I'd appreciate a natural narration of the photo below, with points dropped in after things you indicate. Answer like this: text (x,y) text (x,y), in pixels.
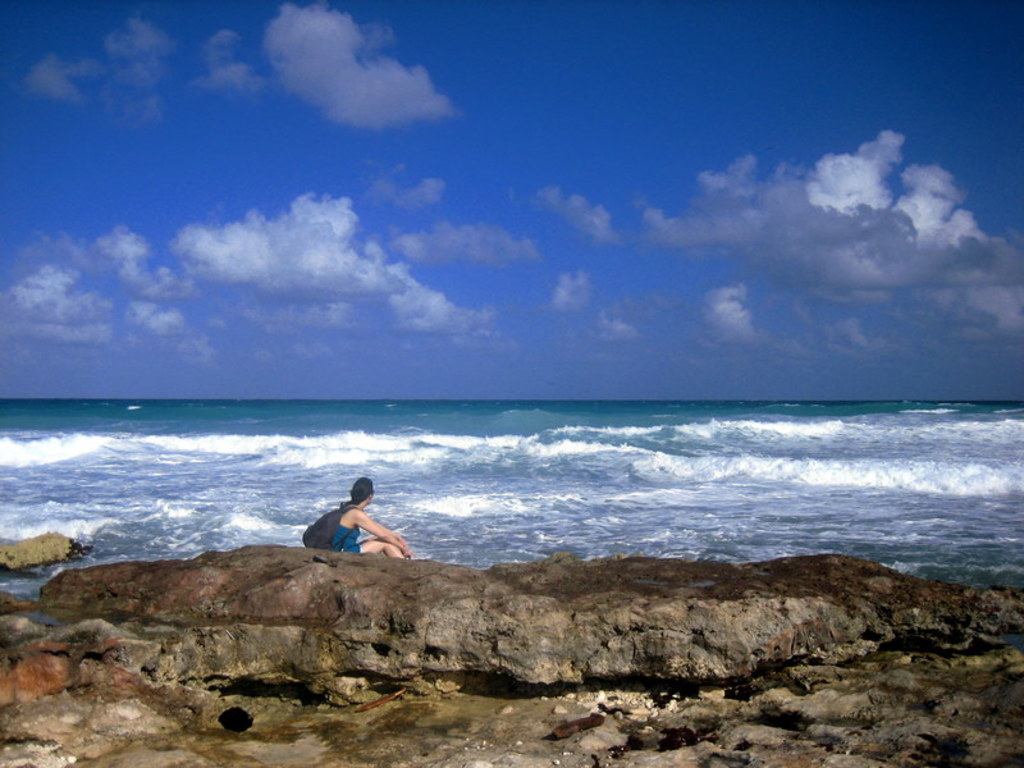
In this picture we can see a woman (352,541) carrying a bag (316,523) and sitting, rocks (307,550), water (391,499) and in the background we can see the sky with clouds (434,103).
